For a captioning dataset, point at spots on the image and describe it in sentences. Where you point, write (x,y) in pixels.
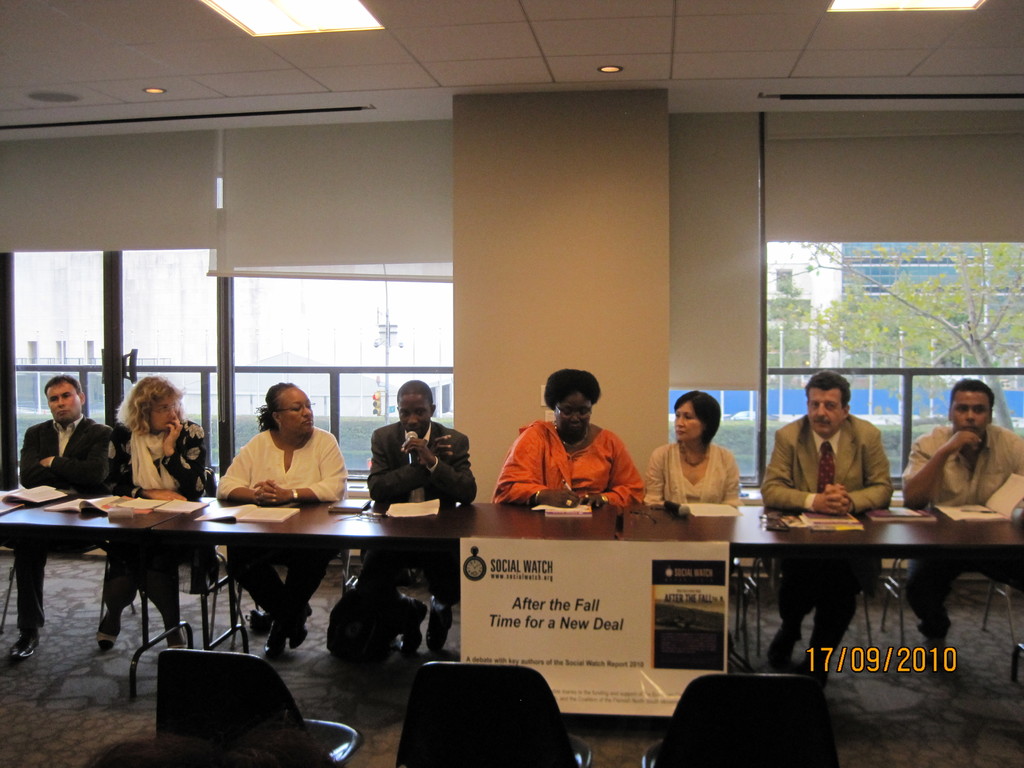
This is picture where we can see a group of people (132,467) sitting on the chairs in front of the table (519,531) on which we have some papers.
